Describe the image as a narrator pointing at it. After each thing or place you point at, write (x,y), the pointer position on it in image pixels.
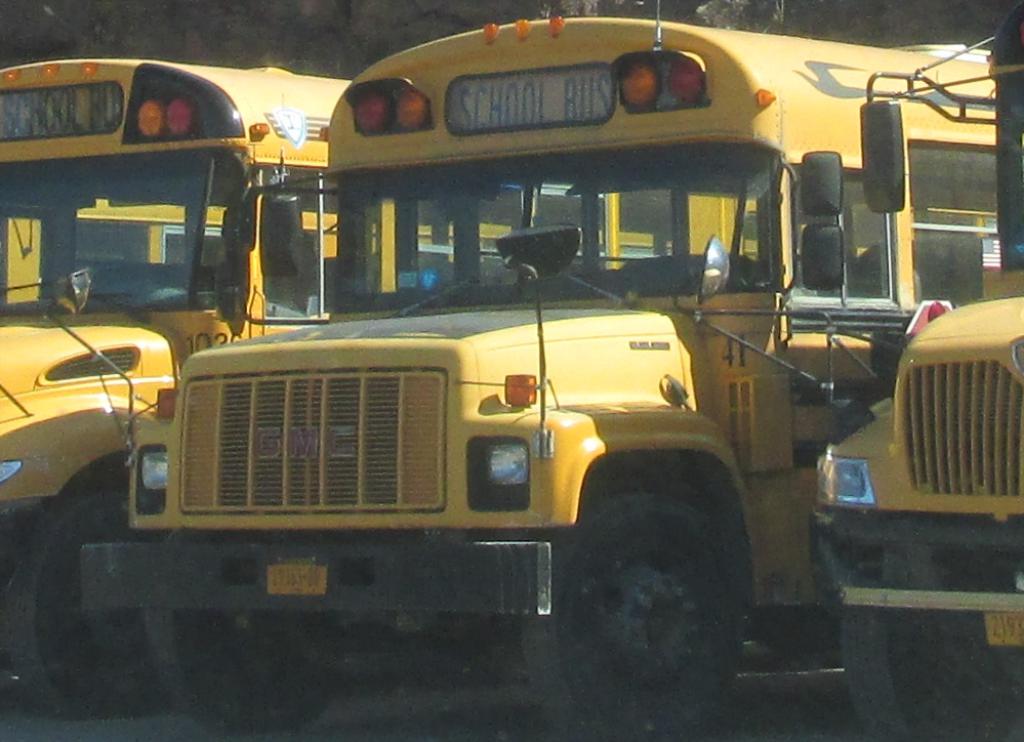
There are yellow color buses (393,268) with name boards (587,75). There are lights (651,95) on the buses (637,92).
